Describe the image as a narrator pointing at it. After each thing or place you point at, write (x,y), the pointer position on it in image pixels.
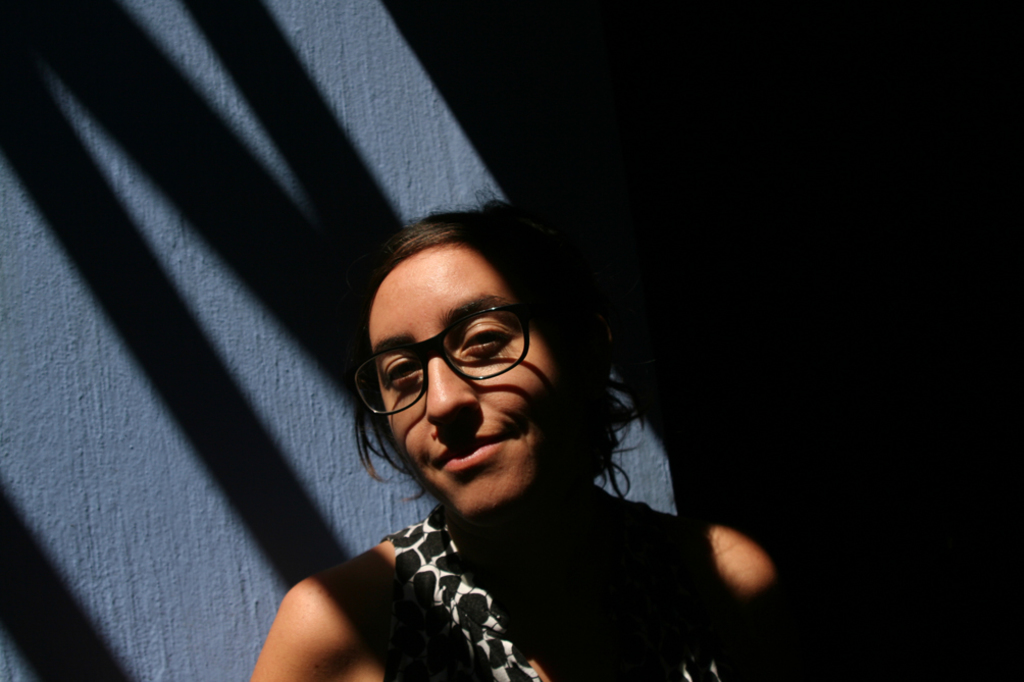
This image is taken in dark where we can see a person (312,591) wearing dress (688,621) and spectacles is standing near the grey color wall (293,546).
